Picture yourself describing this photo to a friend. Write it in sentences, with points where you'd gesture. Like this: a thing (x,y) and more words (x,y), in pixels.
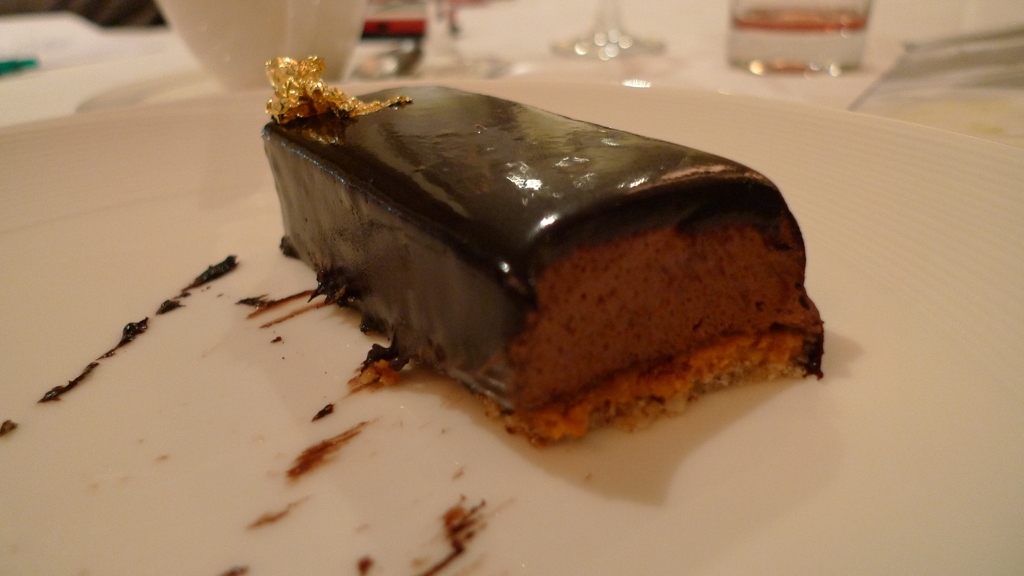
There is a dessert (455,210) served on the plate (840,343) and beside the plate (844,361) there is a glass (621,39) and some other objects (198,20).
